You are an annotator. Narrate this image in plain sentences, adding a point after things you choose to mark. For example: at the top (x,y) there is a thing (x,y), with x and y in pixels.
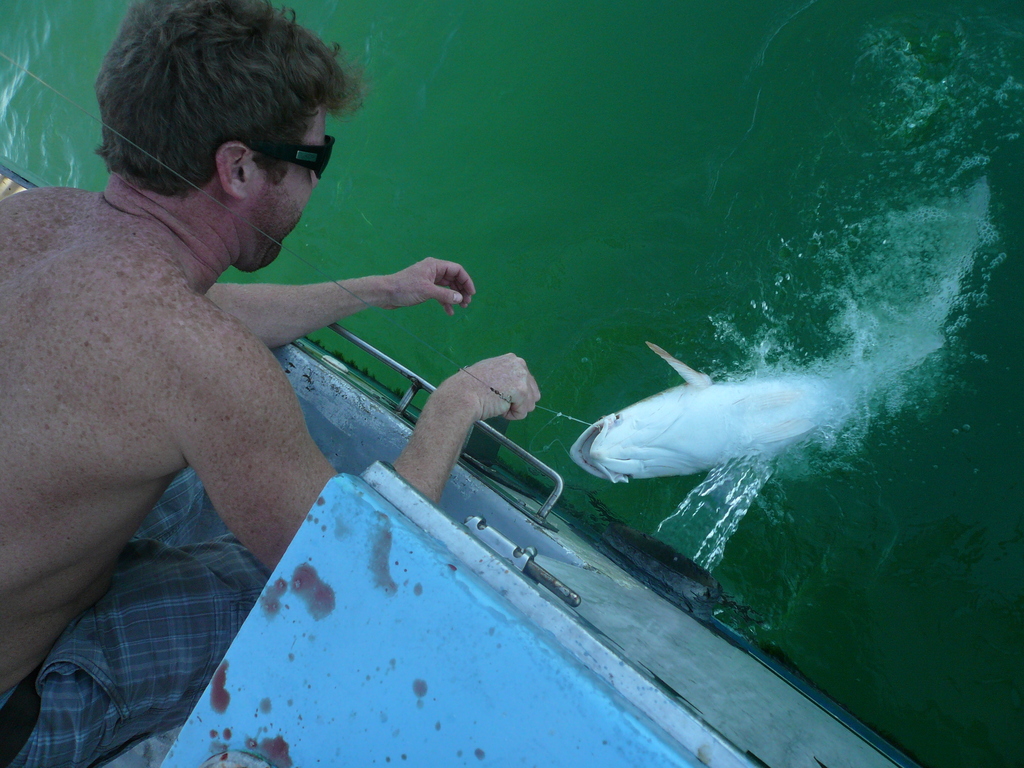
In this image we can see person (277,375) catching fish (710,432) in boat (451,574). In the background (674,219) there is water (486,198).
